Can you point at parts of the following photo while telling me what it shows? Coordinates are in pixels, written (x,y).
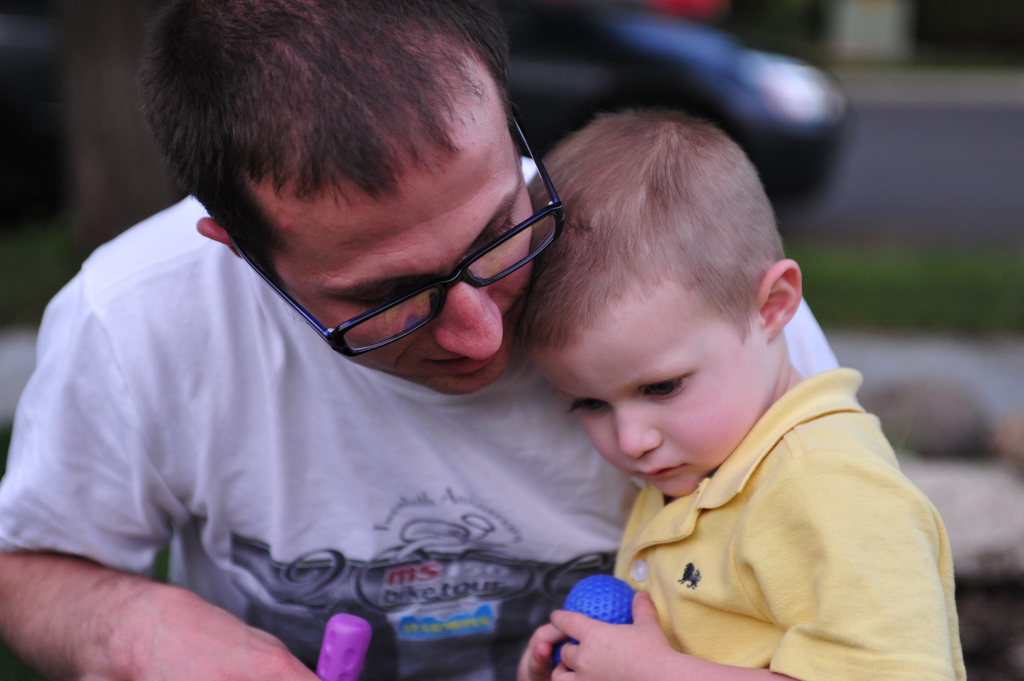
In this image I can see a man (481,386) and a boy (737,413) wearing t-shirts (348,441) and looking at the downwards. Both are holding some objects (342,647) in the hands (572,625). The background (850,91) is blurred.
